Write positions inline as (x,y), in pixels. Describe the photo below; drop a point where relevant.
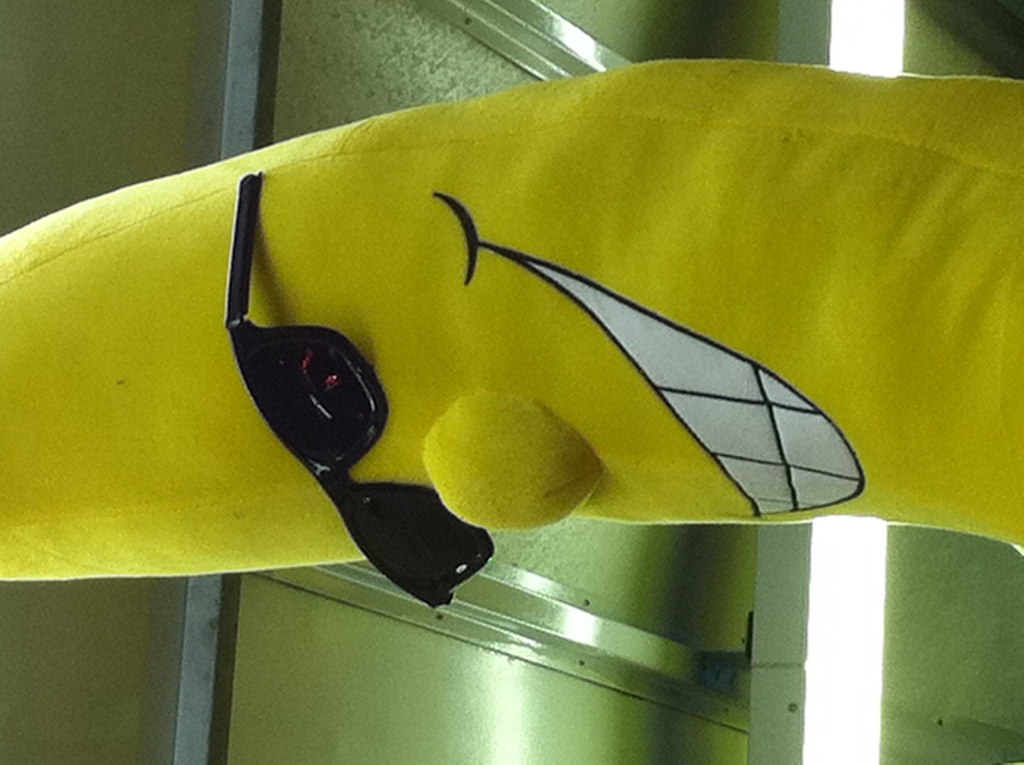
We can see doll (490,313) with glasses (395,527). In the background (848,600) we can see light (842,600).
